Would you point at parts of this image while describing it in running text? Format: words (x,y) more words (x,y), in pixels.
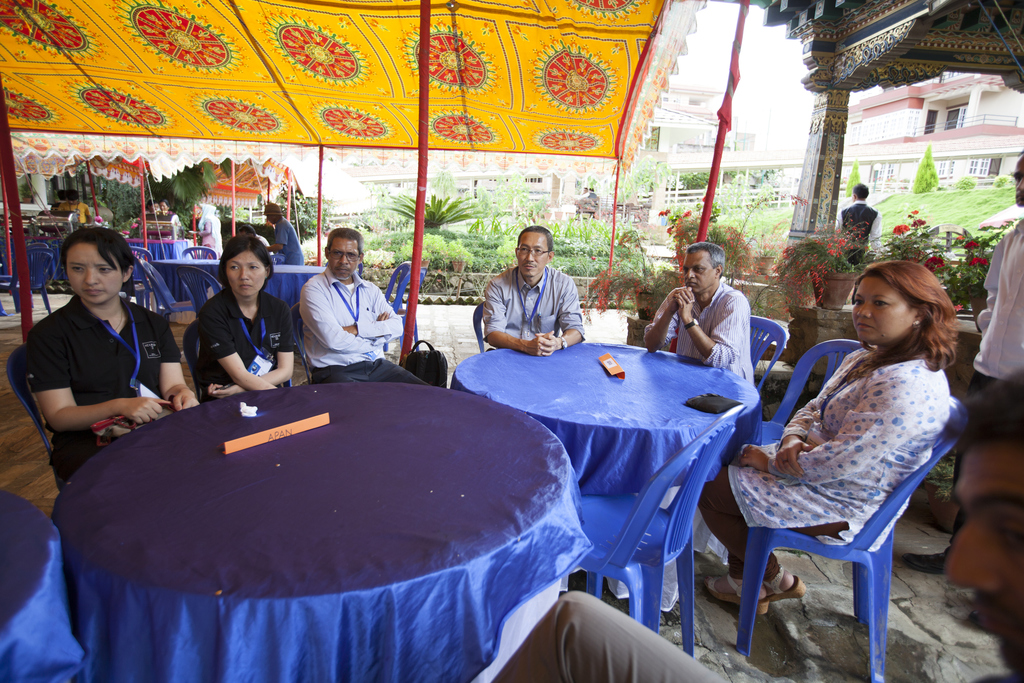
In the middle (590,454) there are two tables (540,446) covered with blue color cloth (558,479). On the right (871,409) there is a woman (871,409) she is sitting on the chair (836,554) her hair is short. In the middle (529,305) there is a man (539,320) he wear shirt (551,301), spectacles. On the left (106,338) there is a woman (127,353) she wear black t shirt (85,377) her hair (113,261) is short. In the back ground (137,234) there is a tent (452,155), tables (177,264), chairs (211,247), some people (210,219), plants (451,213) and flowers (903,225).
